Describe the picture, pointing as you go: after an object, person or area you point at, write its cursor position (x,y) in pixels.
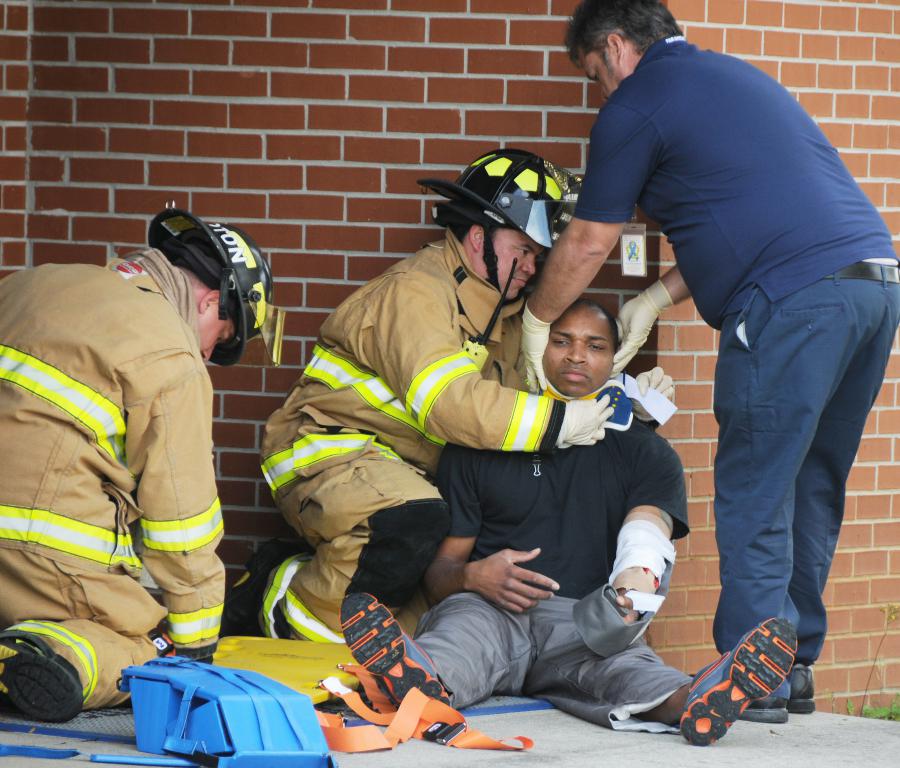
In this image, we can see four people (732,490). Here a person (772,373) is holding a human head (585,359). In the middle (572,335), a person (607,565) is sitting on the floor (670,756). Beside him, a man (437,424) is wrapping some bandage (622,426). At the bottom (229,763), we can see few things (246,717). Background (314,209) there is a brick wall (325,198).
